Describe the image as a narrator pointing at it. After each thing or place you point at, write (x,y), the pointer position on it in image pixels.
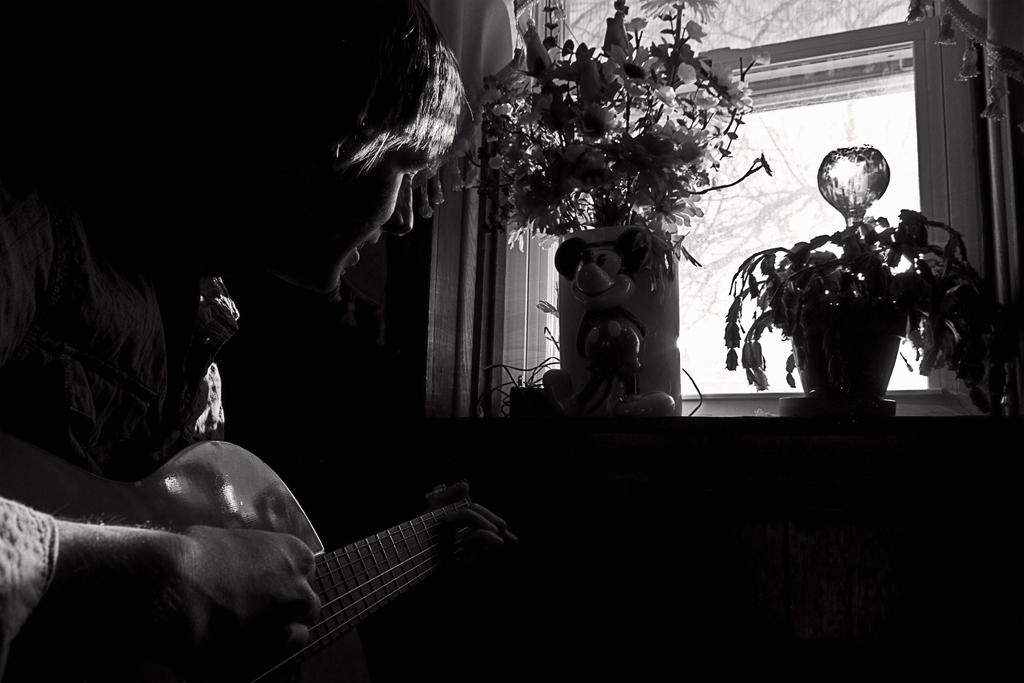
It is a black and white image, there is a man (293,600) playing a guitar (271,525) and in front of the man (366,195) there is a window (805,392) there are two small plants (657,261) kept in front of the window (720,285).
